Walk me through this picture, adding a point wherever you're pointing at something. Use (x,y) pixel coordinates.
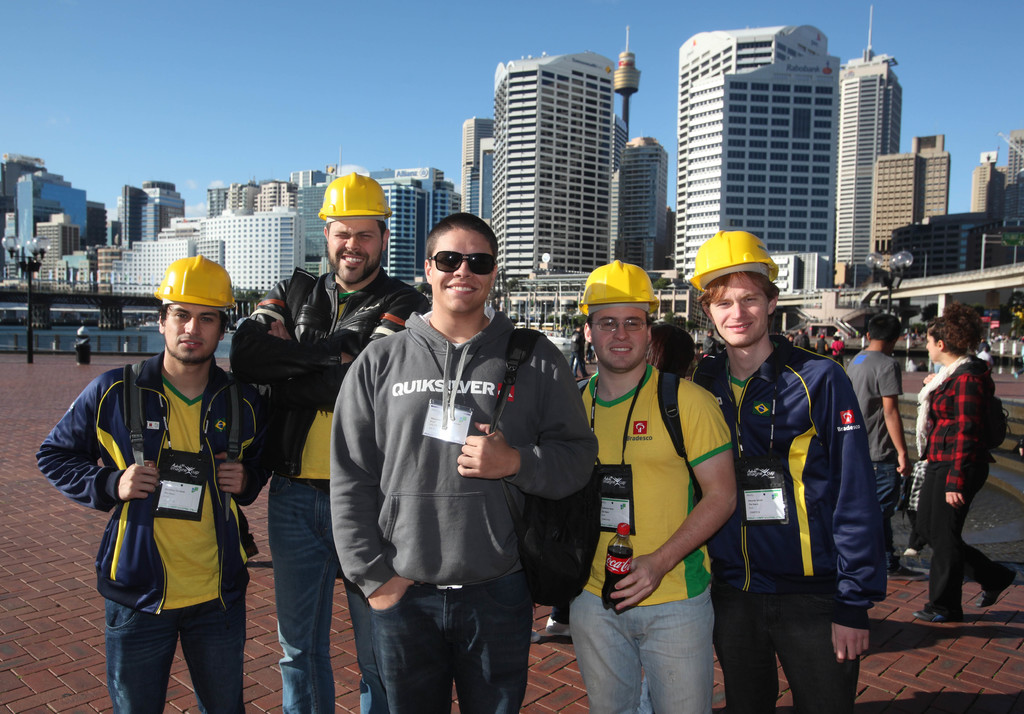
As we can see in the image there are group of people (424,498) here and there, street lamps (907,254), buildings (663,175), water (142,344) and sky (319,92).
